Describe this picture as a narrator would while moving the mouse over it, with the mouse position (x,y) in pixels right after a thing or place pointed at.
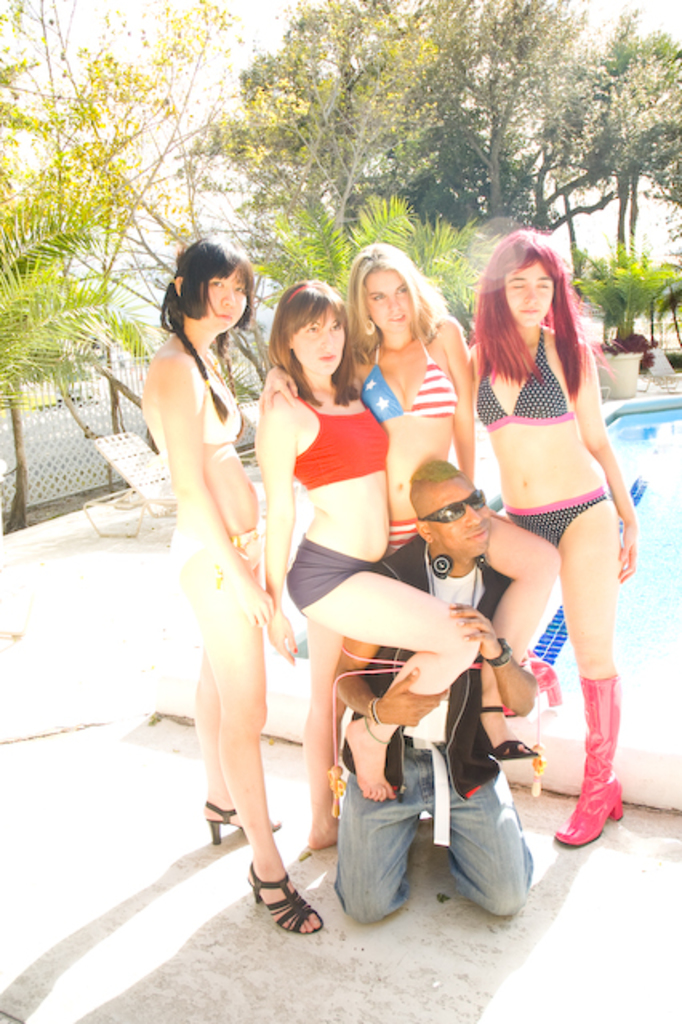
In this image I can see 4 girls (551,437) standing and a man (433,470) sitting in front of them and the man (447,468) is wearing shades (467,500) and he is holding 2 legs (520,543) of 2 girls (316,537). In the background (117,13) I can see a pool (669,419), few plants (671,267), few trees (110,312) and 2 chair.
